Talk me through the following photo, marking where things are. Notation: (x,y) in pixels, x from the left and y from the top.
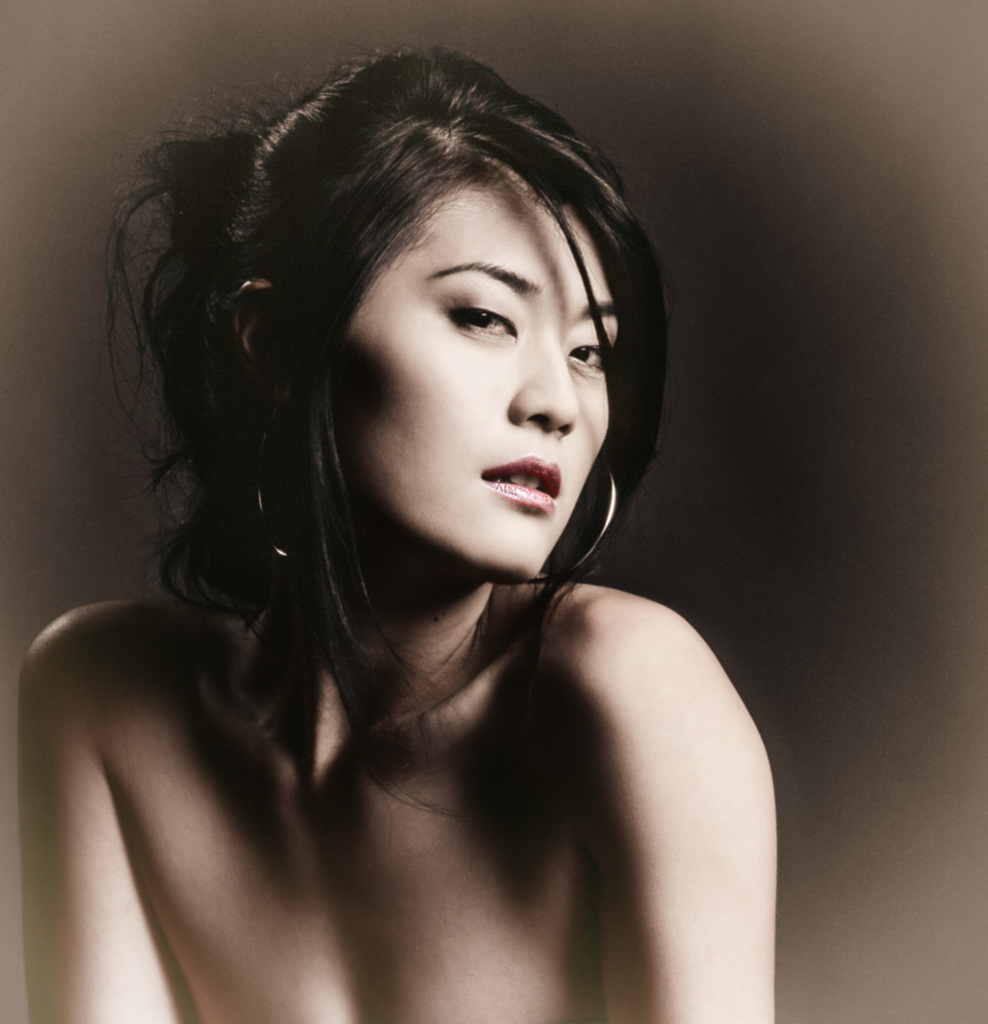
In this picture there is a girl (475,244) posing for the camera.
